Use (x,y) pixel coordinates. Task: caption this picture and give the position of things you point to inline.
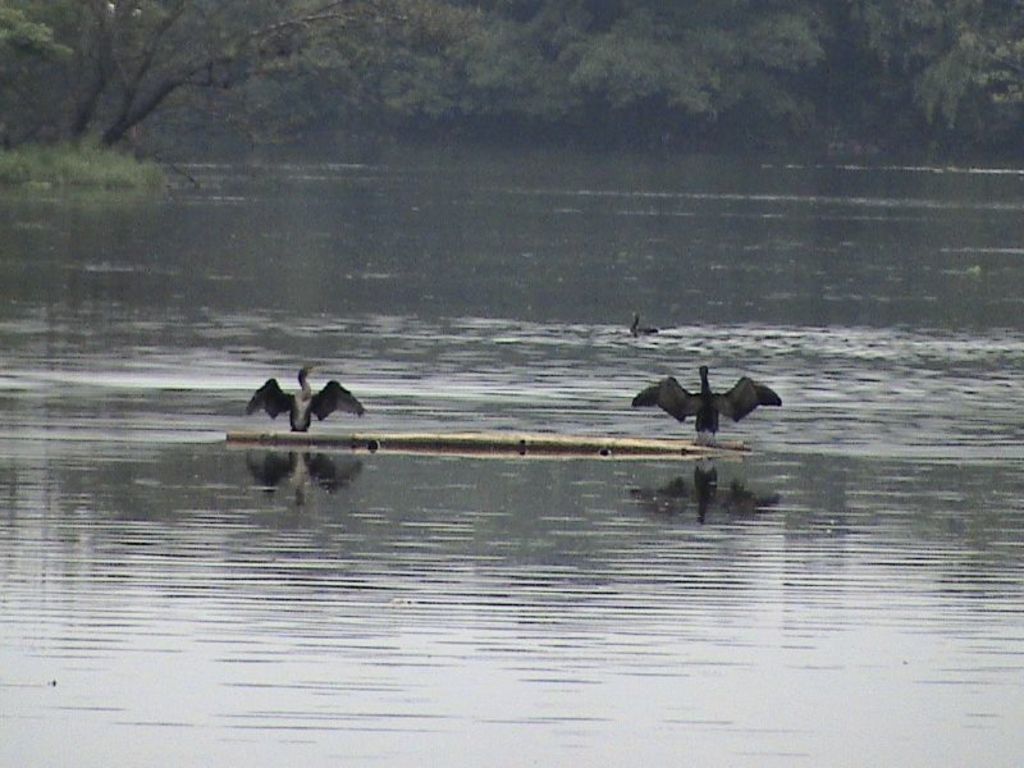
In this picture I can see the water (479,227) and in the center (590,445) I can see a thing (495,441) which looks like a stick (604,445) and I see 3 birds (295,404). In the background (255,72) I can see the trees (518,93) and the grass (56,163).
